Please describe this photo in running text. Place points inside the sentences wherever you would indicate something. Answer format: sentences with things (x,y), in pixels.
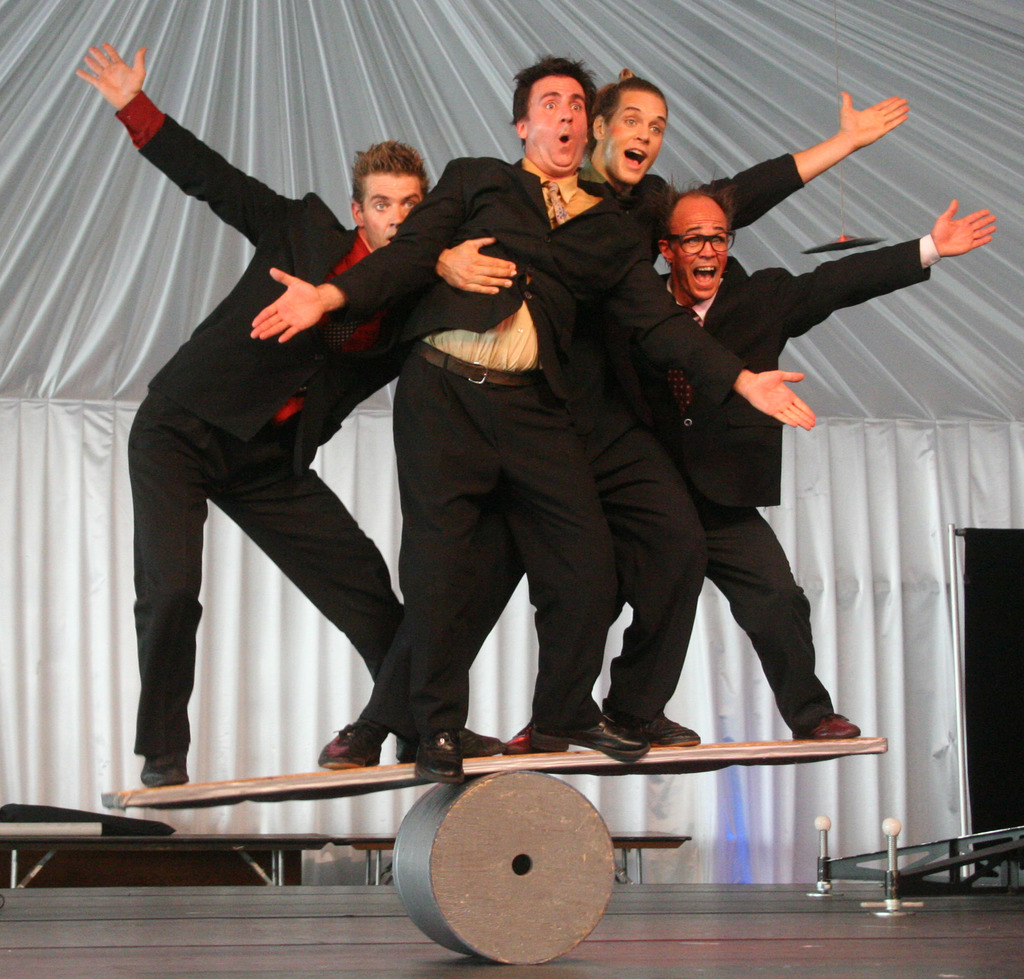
In this image in the center (463,402) there are persons (433,399) standing and having expressions on their faces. In the background (223,139) there is a curtain (963,365) which is white in colour.
